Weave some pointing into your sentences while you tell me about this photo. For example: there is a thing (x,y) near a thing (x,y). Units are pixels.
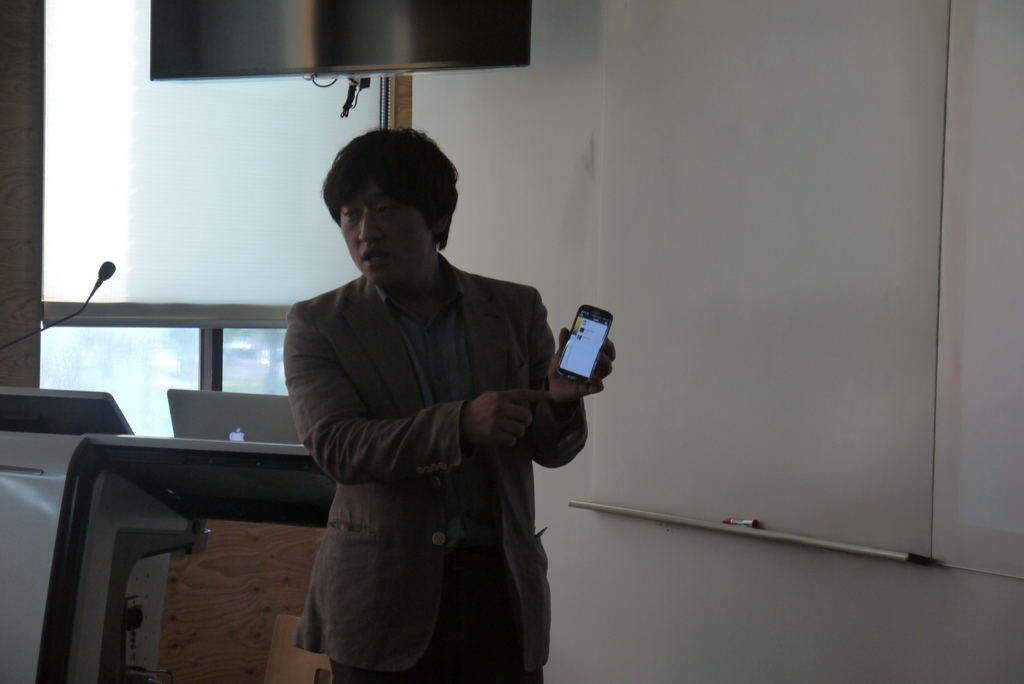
In this image I can see a person (473,345) holding the mobile (587,358). In the background (338,117) there is wall (471,172) and the window (201,165). I can also see the podium (125,474). On the podium (146,448) there is a laptop (216,415).
